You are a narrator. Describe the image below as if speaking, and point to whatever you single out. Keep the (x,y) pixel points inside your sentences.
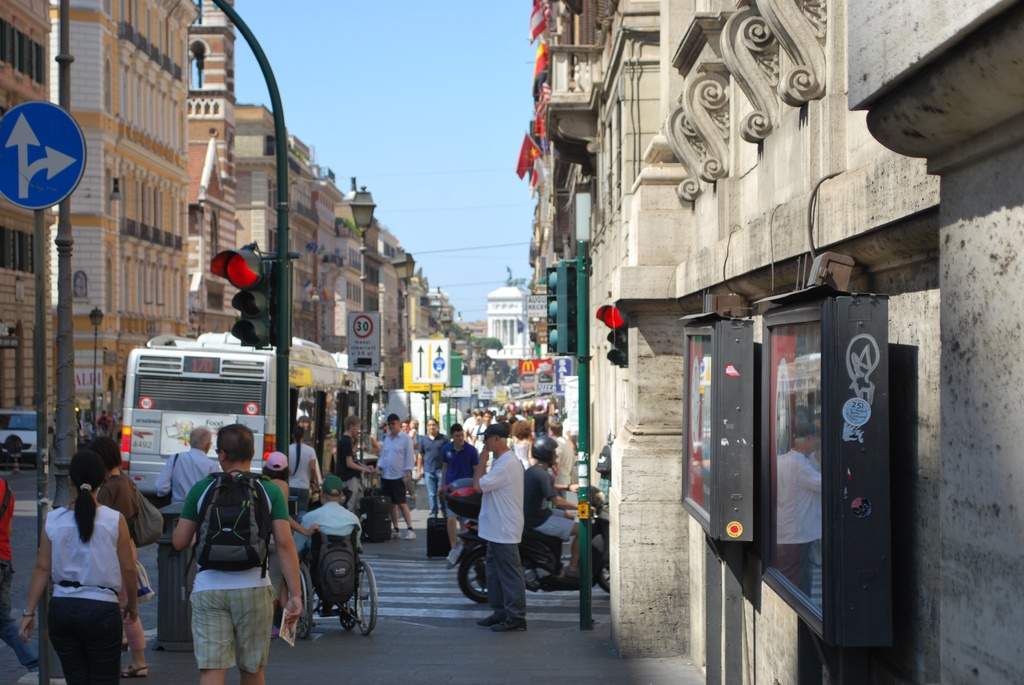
In this picture we can see signboards (439,350), traffic signals (563,307), bags (341,550), buildings (607,428), vehicles (240,368), wheel chair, bike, flags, light poles (281,317) and a group of people (295,432) and some objects (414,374) and in the background (419,184) we can see the sky (368,171).
